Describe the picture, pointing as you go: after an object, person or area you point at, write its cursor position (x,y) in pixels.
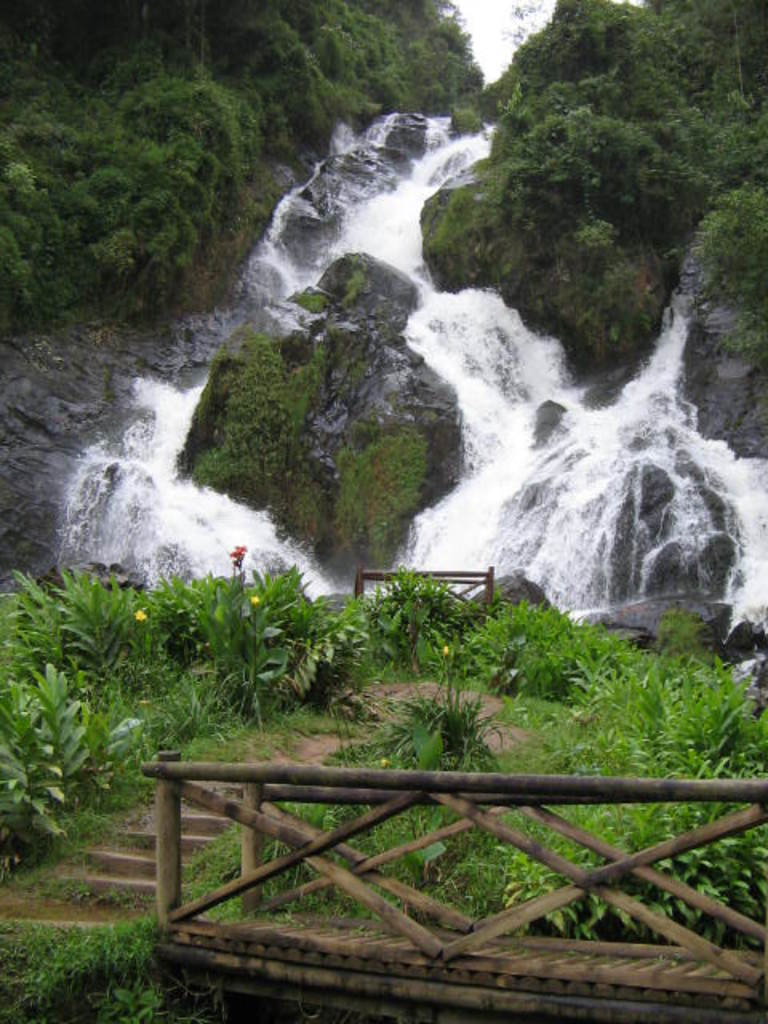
In this image we can see wooden fence (368,795), steps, plants (667,815) waterfall (89,484), rocks (118,400) and trees (607,27) in the background (499,330).
